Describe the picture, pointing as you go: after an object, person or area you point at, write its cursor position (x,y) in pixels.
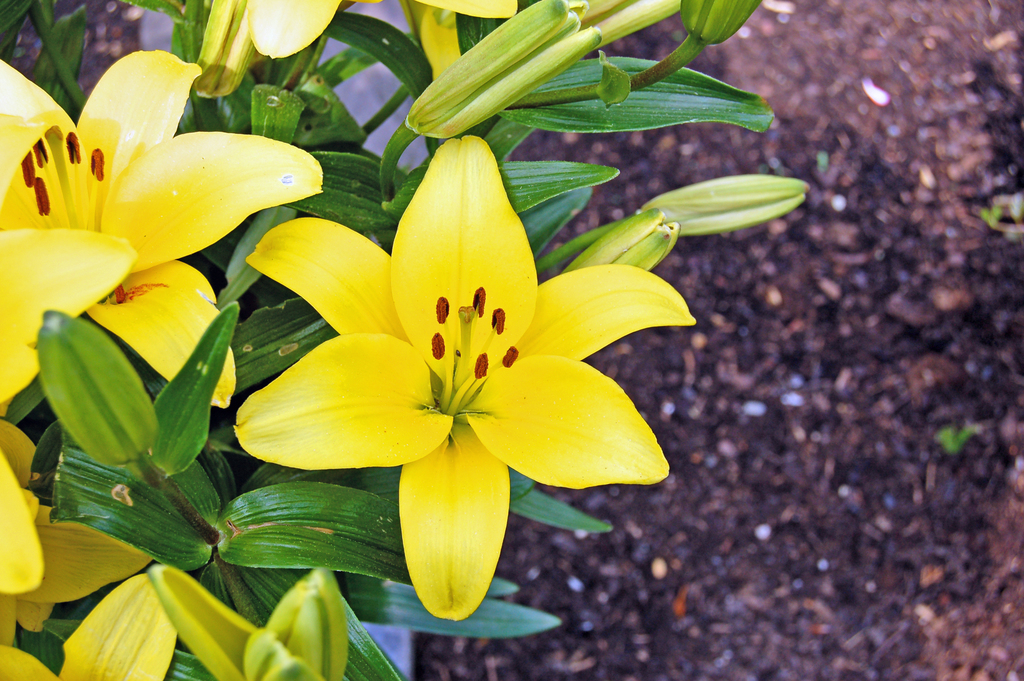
In the foreground of this picture (302,272), there are few yellow colored flowers (382,355) to the plants (183,450). In the background (877,271), there is the ground (847,359).
